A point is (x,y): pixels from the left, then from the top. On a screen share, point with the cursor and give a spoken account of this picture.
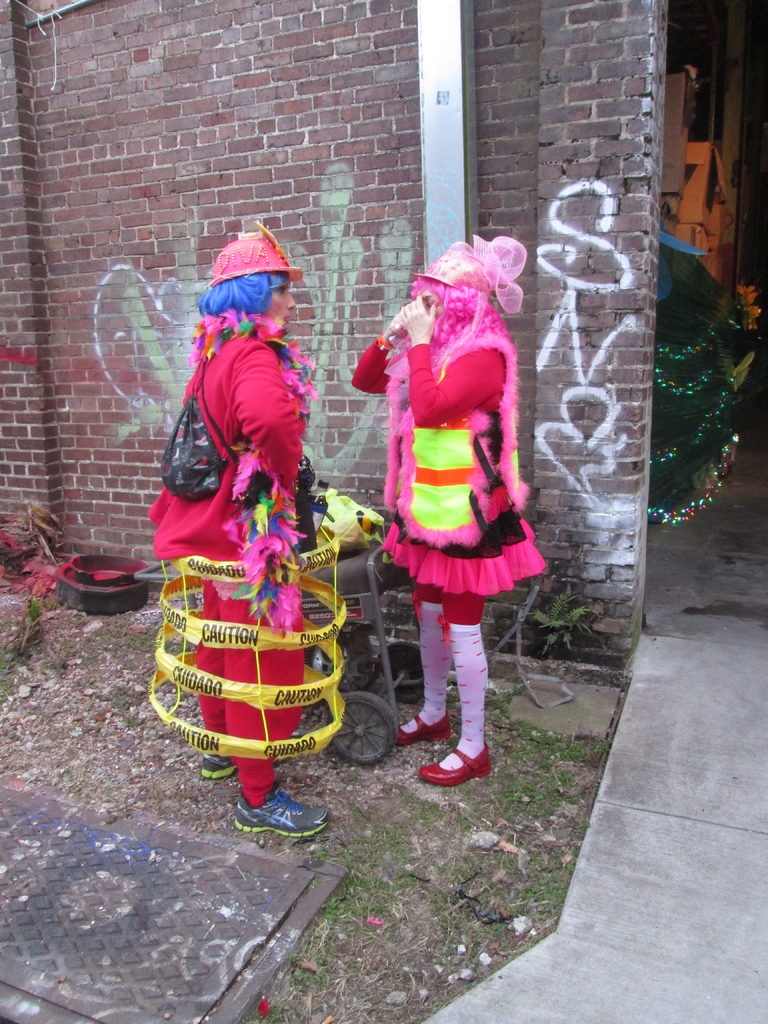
In this image there are two people (474,582) wearing a costume (339,594). Beside them there are some objects (354,597). Behind them there is a drawing (156,336) and there are some letters (596,189) on the wall (565,375). In the background of the image (596,383) there are some objects (698,475) and there is a building (764,153).
